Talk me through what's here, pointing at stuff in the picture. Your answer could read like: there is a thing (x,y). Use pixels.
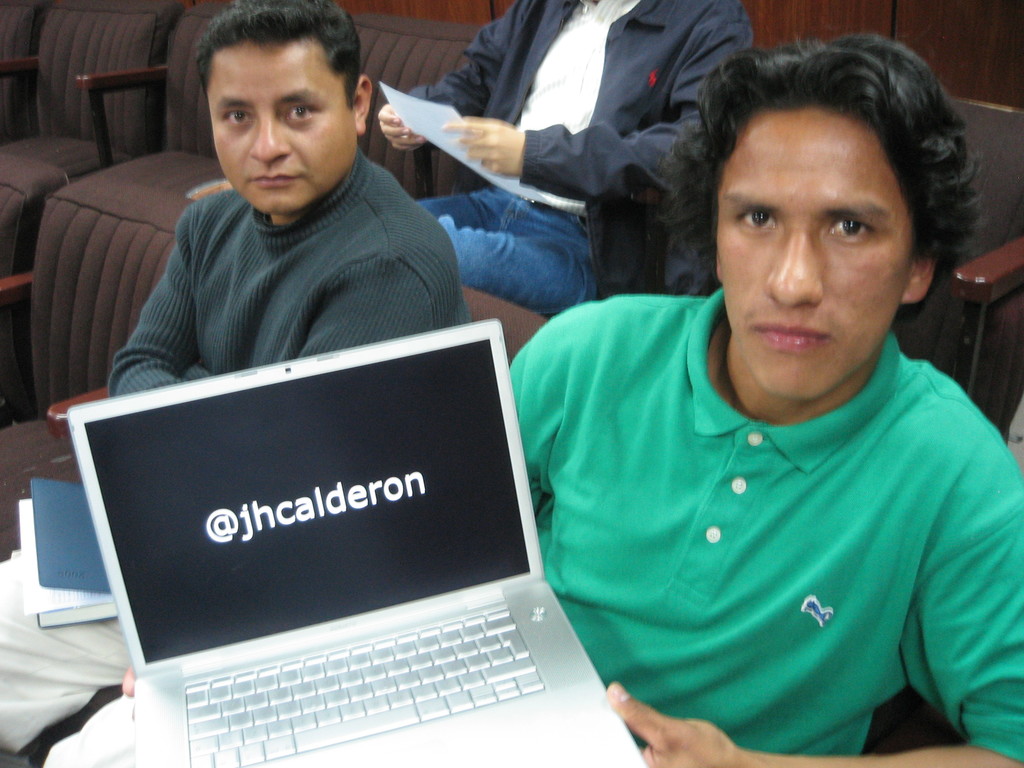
In this picture there is a man (837,454) who is wearing green t-shirt (805,630) and holding the laptop (520,683). beside him we can see another man (190,226) who is holding the book (75,555). In the back (737,47) there is another man (529,81) who is sitting on the couch (637,202) near to the wall (897,20).
